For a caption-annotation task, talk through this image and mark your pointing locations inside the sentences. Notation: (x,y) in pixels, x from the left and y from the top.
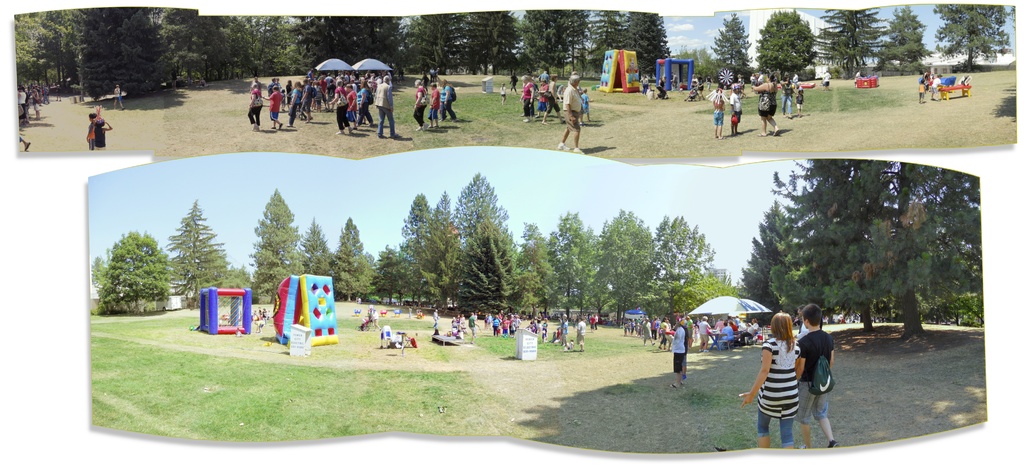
In this image I can see the collage picture and I can see group of people (769,113), some are standing and some are walking, few tents (636,312) in white color and I can also see few objects (284,301) in multi color. Background (423,254) I can see the trees (535,232) in green color and the sky (357,178) is in white and blue color.
